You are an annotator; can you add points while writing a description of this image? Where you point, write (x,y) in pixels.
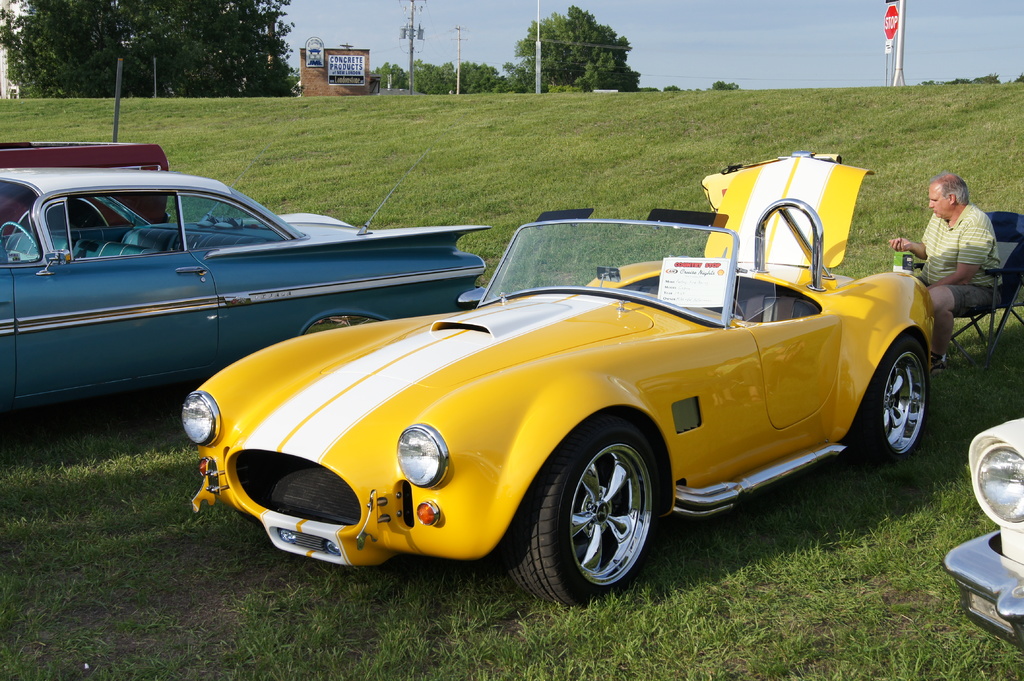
In this image we can see a car (487,344) on the ground (601,199), it is in yellow color, here is the windshield (716,309), here are the wheels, at back here a man (956,256) is sitting on the chair (1002,256), beside here is the blue car (188,178) on the ground (135,114), here is the grass (435,100), here are the trees (548,84), at above the sky (749,61) is cloudy.
